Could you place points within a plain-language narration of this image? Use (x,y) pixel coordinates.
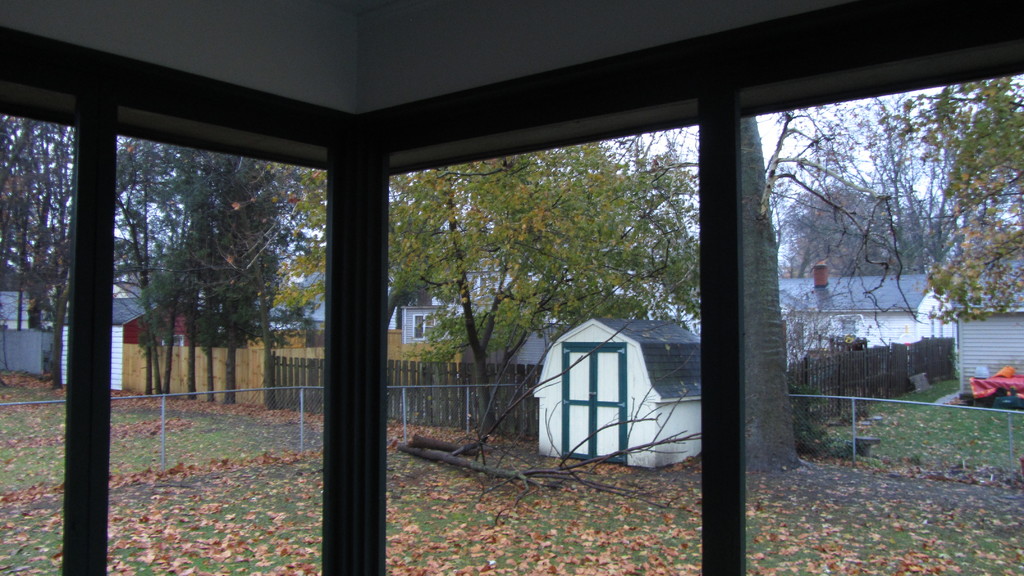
In this picture we can see few buildings (834,285), trees (511,221) and fence (181,396), and also we can see few metal rods (194,393) and wooden barks (493,471).
